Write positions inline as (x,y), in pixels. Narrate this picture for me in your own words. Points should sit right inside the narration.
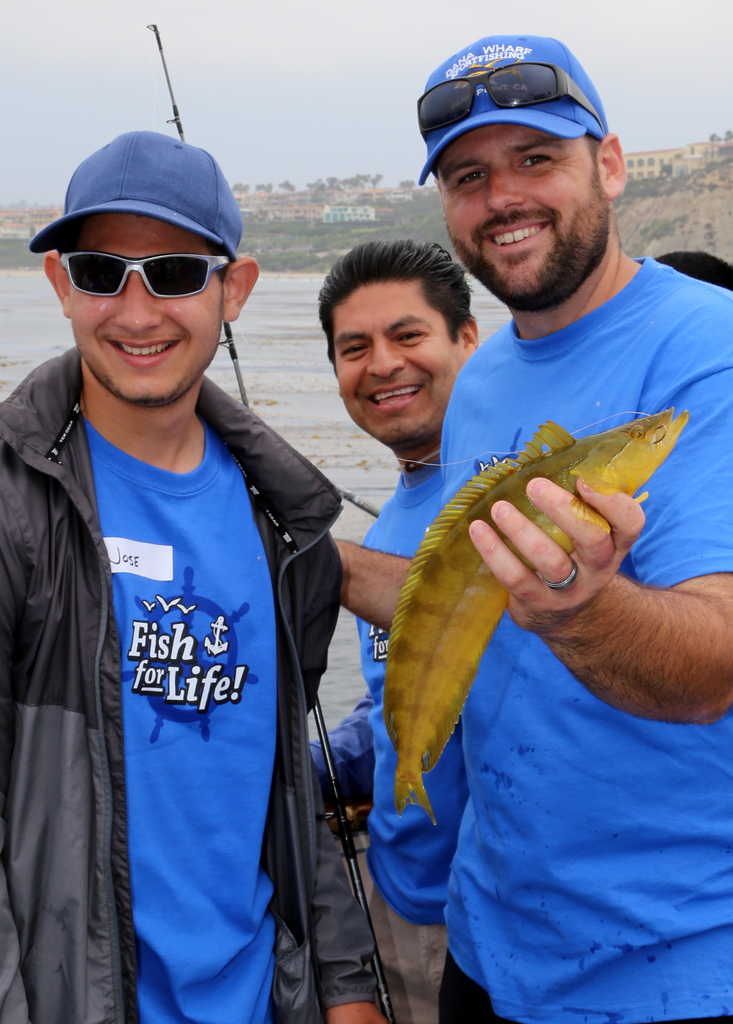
There are three men (559,558) standing and smiling. This man (634,292) is holding a fish (594,479) in his hand (538,527). This looks like a water (281,362). In the background (310,254), I can see the buildings (633,161) and trees (421,220) on the hill (659,226).
